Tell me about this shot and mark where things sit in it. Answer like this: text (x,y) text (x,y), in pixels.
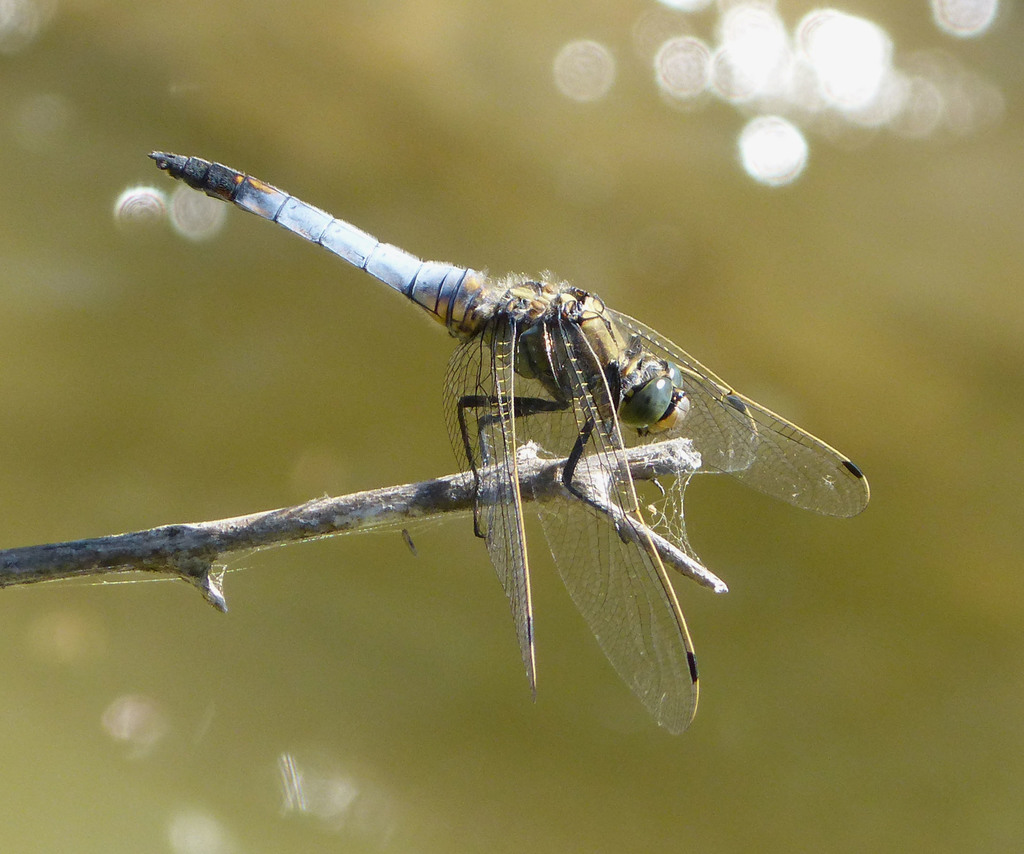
In this image we can see a dragonfly (558,455) on the twig (561,472).
